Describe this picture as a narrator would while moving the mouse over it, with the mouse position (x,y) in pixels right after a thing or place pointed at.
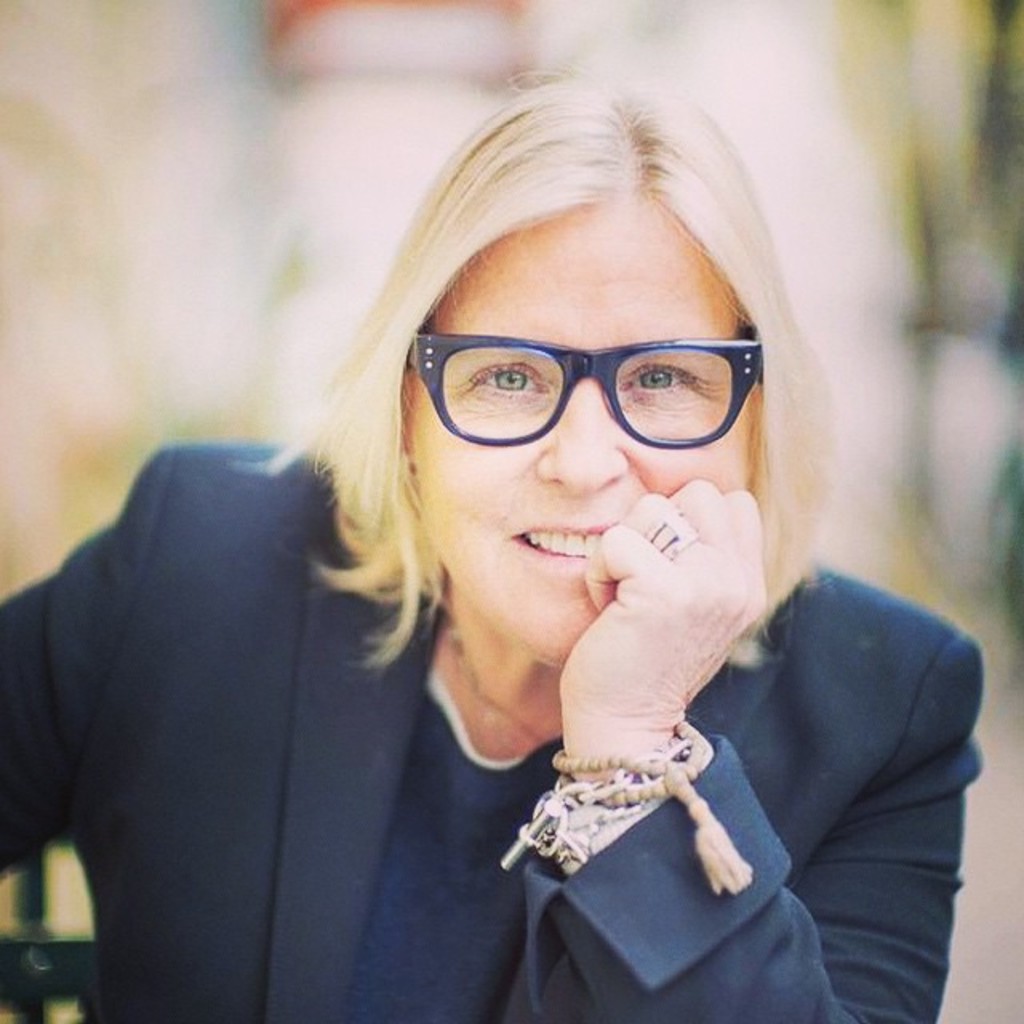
In this picture I can see a woman (306,648) in front (288,528) who is wearing dark blue color dress (281,631) and I see that it is blurred in the background (790,182).
